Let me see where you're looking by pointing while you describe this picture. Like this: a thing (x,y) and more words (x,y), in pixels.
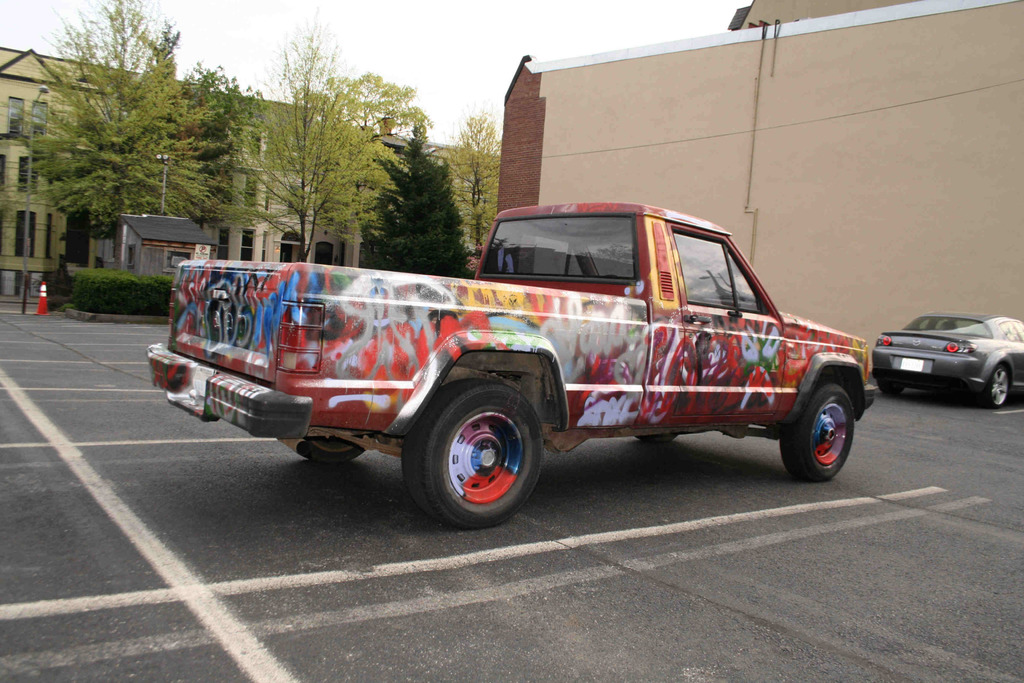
In this picture I can see there is a truck (517,271) parked here and it is painted with different colors and on to right (946,356) there is a car (963,363) at the wall (557,120) and in the backdrop (234,88) there are plants (116,304) and trees (153,203).
